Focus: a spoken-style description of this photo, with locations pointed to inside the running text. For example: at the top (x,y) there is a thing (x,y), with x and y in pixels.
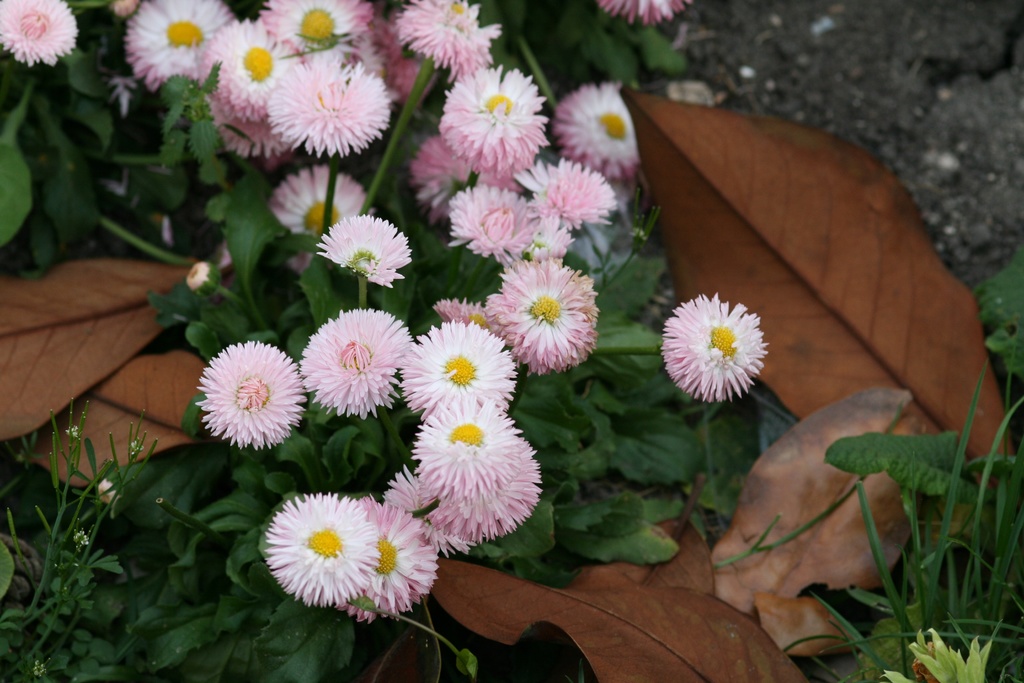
In this image, we can see plants (536,504) with leaves (71,639), stems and flowers (423,399). Here we can see few dry leaves (873,325).
